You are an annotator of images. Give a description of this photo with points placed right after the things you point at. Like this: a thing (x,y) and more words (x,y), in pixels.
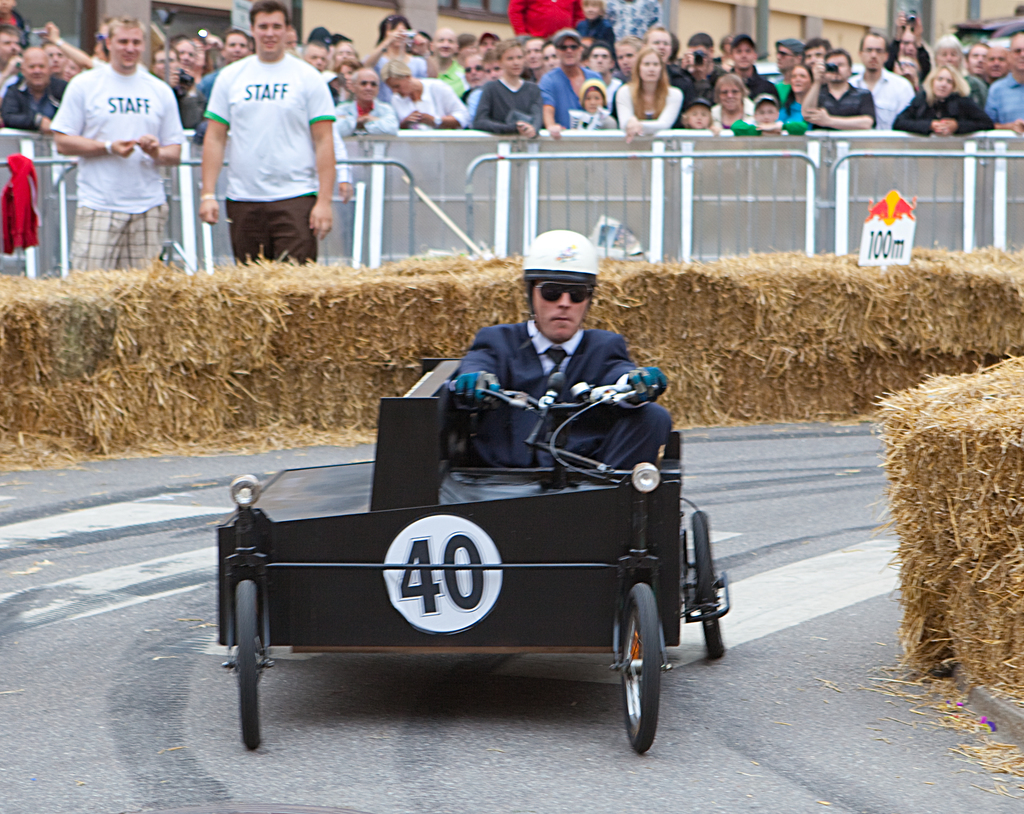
In this image, we can see a person (572,440) riding a vehicle (295,615) on the road (853,569). On the right side (1012,548) and background of the image (848,372), we can see dry grass blocks (629,327). At the top of the image (521,89), we can see people (576,67), barricade (464,225), board (893,212), wall (359,20) and few objects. Few people (822,63) are holding cameras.
